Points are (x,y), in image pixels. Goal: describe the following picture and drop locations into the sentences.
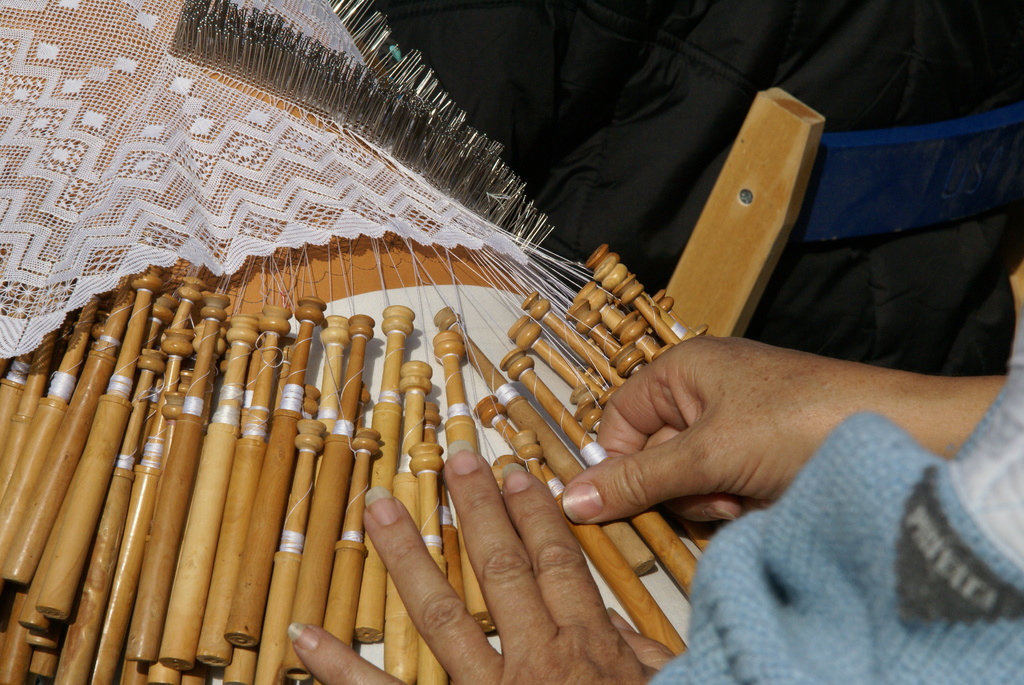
In this image I can see few wooden objects (186,513) and the person (768,468) is holding it. Back I can see the black color object (435,4), white color cloth (275,132) and few objects (745,201).
